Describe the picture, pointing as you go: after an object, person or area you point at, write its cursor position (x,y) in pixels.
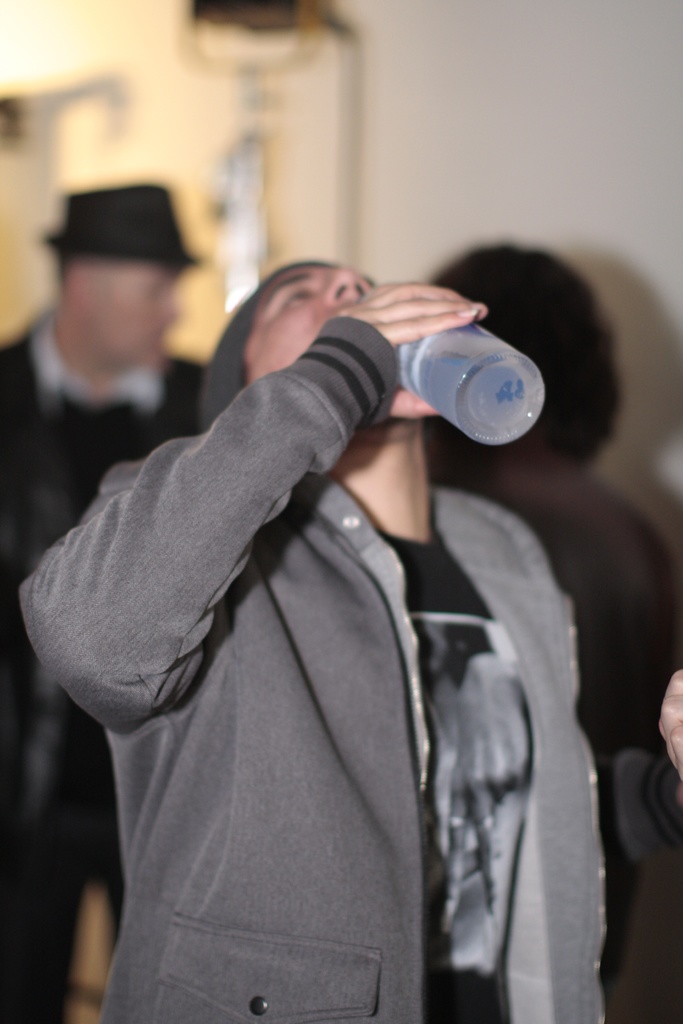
In this picture we can see few people (391,536), in the middle of the given image a man (275,652) is holding a bottle (455,385) and he is drinking water (403,357).
